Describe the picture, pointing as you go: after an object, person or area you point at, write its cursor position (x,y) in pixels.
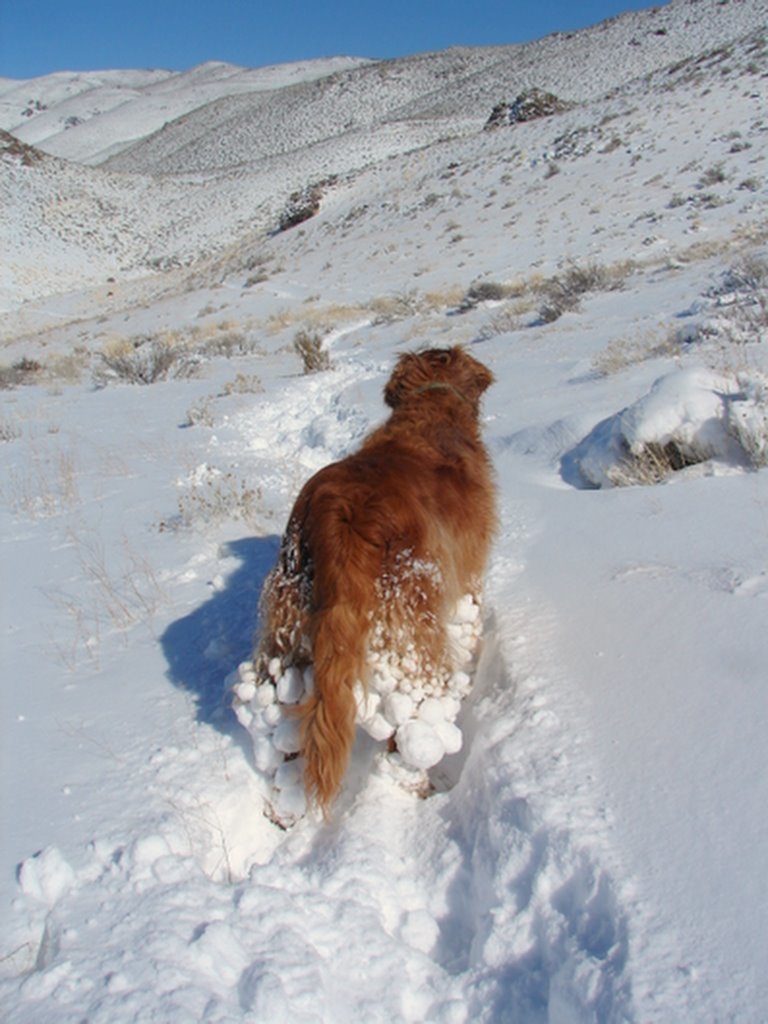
This is the picture of a mountain (465,220). In this image there is an animal (427,492) standing. At the back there are plants (143,375). At the top (296,52) there is sky (350,40). At the bottom (534,811) there is snow (482,821).
